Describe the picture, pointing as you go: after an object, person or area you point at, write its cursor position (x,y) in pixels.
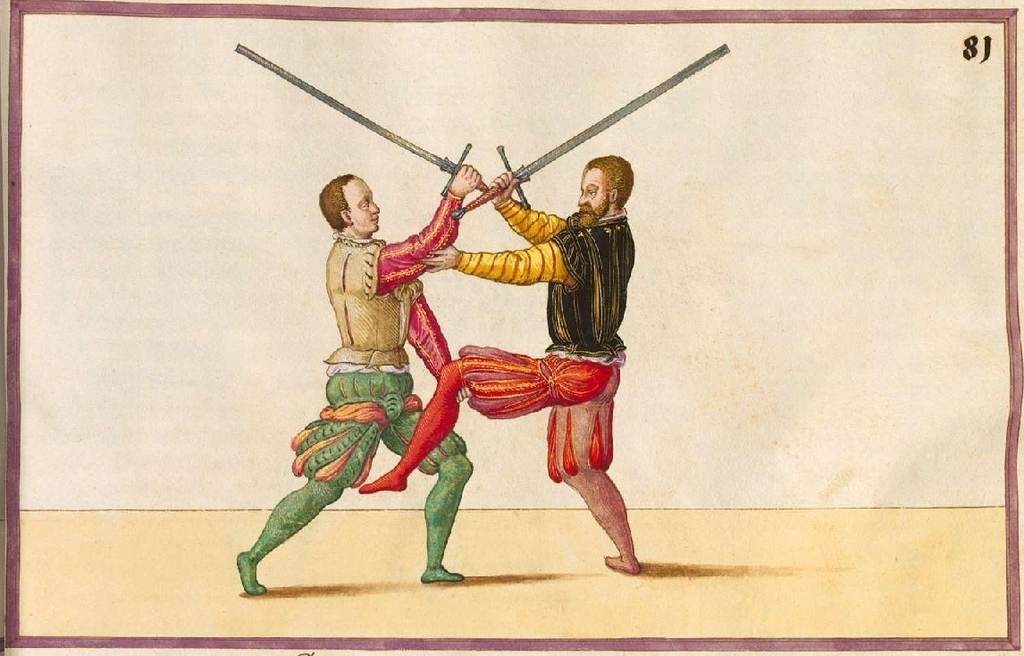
This is a poster and in this poster we can see two men (372,260) holding swords (653,99) with their hands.
